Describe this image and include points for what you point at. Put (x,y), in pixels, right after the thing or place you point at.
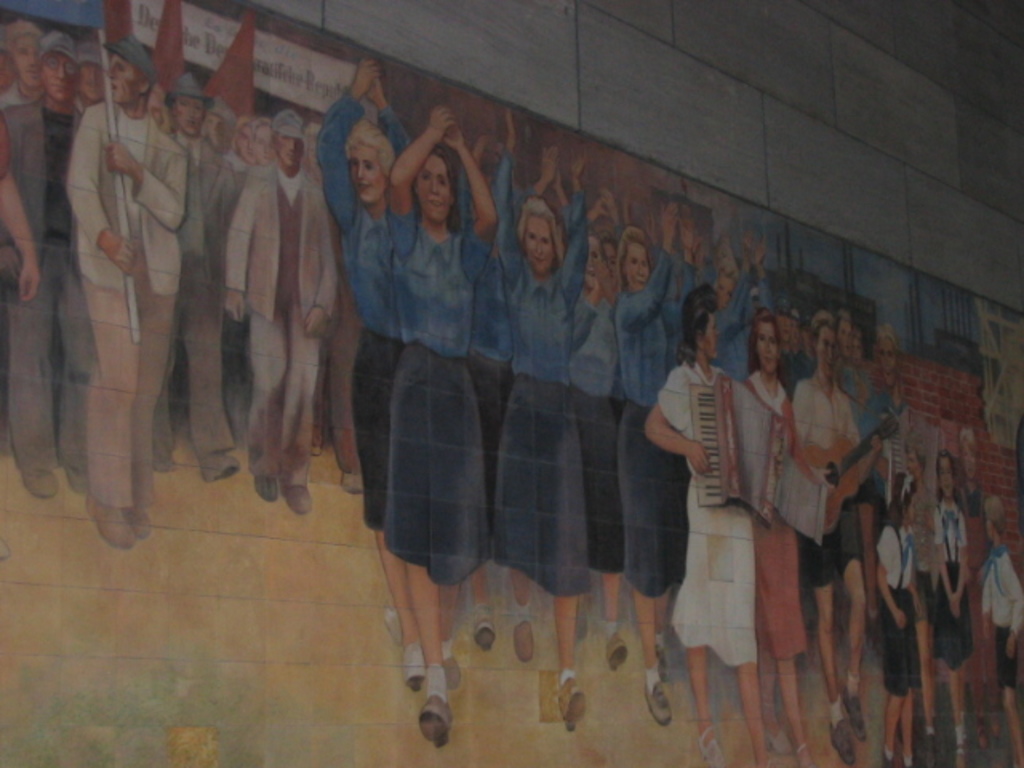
This image contains group people (15,253), In the middle (652,270) they are blue dressed girls (636,526) clapping hands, at the right (826,592) there are three people (749,577) playing music instruments (719,494) to the right corner (1011,659) there are three children (889,542) playing and to the left corner (256,393) there are few people (298,215) with the red flags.
